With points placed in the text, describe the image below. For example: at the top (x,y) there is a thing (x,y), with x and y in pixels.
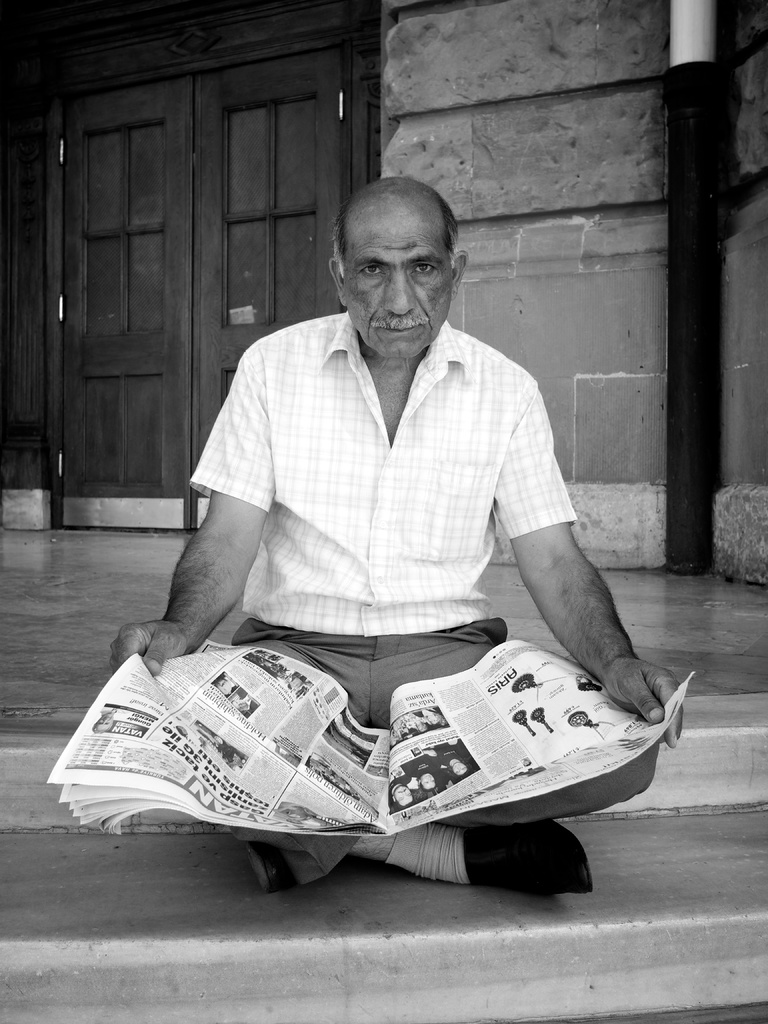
This is a black and white image. In this image we can see there is a person (385,603) sitting on the stairs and holding a newspaper (335,770), back of him there is a door (250,217) of a building (462,172).
